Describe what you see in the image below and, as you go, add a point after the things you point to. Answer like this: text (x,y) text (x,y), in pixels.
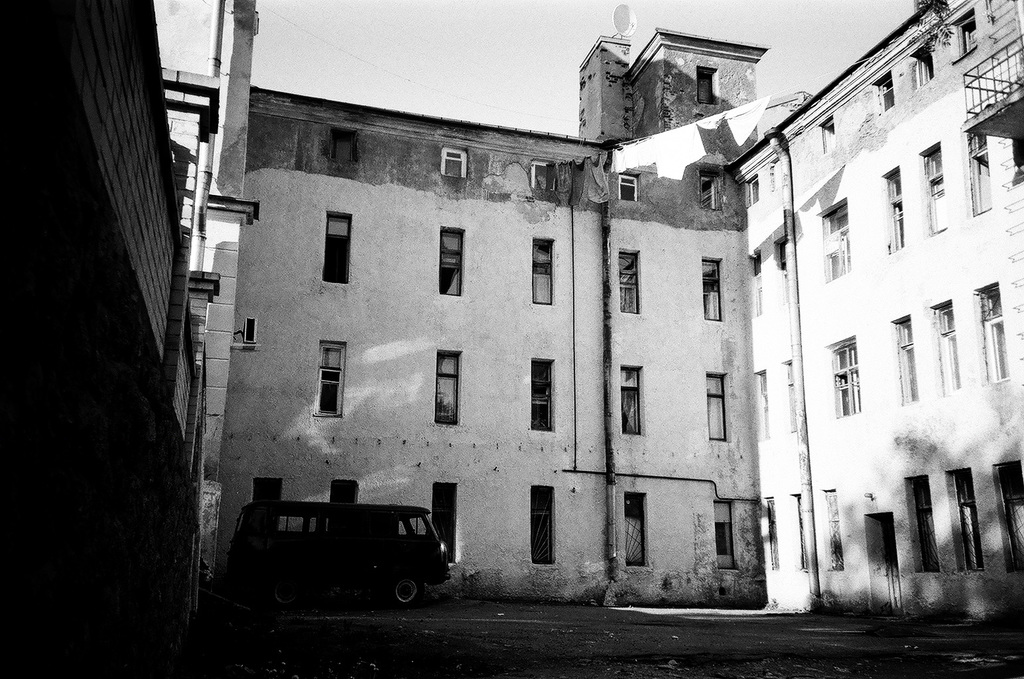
This is a black and white image. We can see some buildings (831,146). We can see a vehicle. We can see some poles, clothes (749,118). We can also see a dish antenna (618,30) on one of the buildings (601,105). We can see a wire (509,106). We can see the ground (612,677) and the sky (362,16).
